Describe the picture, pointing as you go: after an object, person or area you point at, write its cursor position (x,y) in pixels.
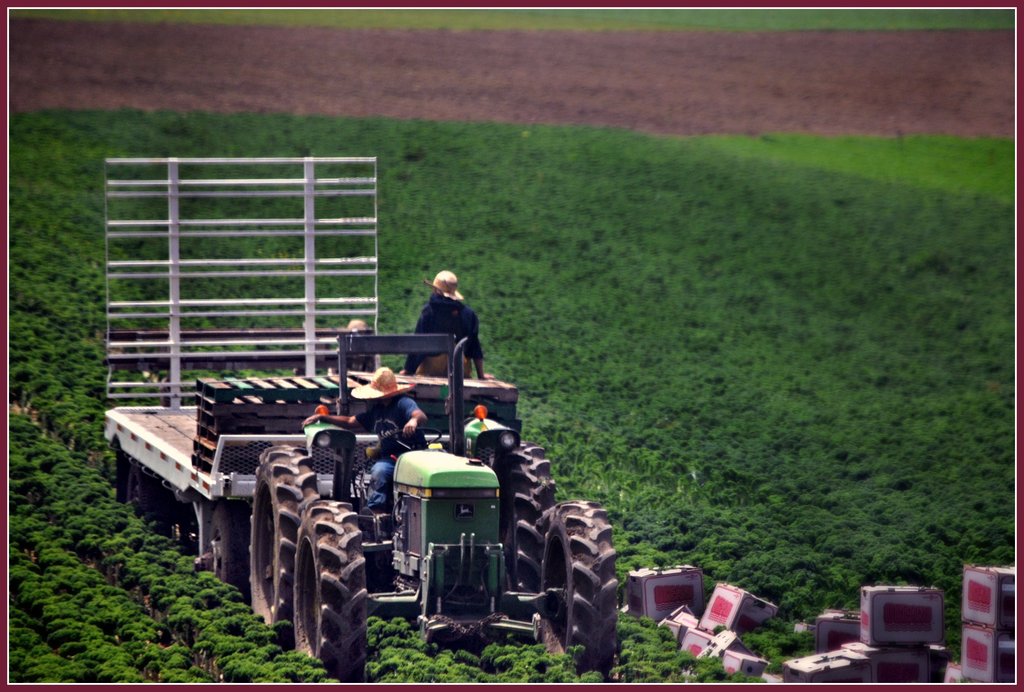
In this image I can see a vehicle (474,543). I can see some people (403,407). On the right side (835,614), I can see some boxes (748,626). In the background (648,286), I can see the plants (681,247).
